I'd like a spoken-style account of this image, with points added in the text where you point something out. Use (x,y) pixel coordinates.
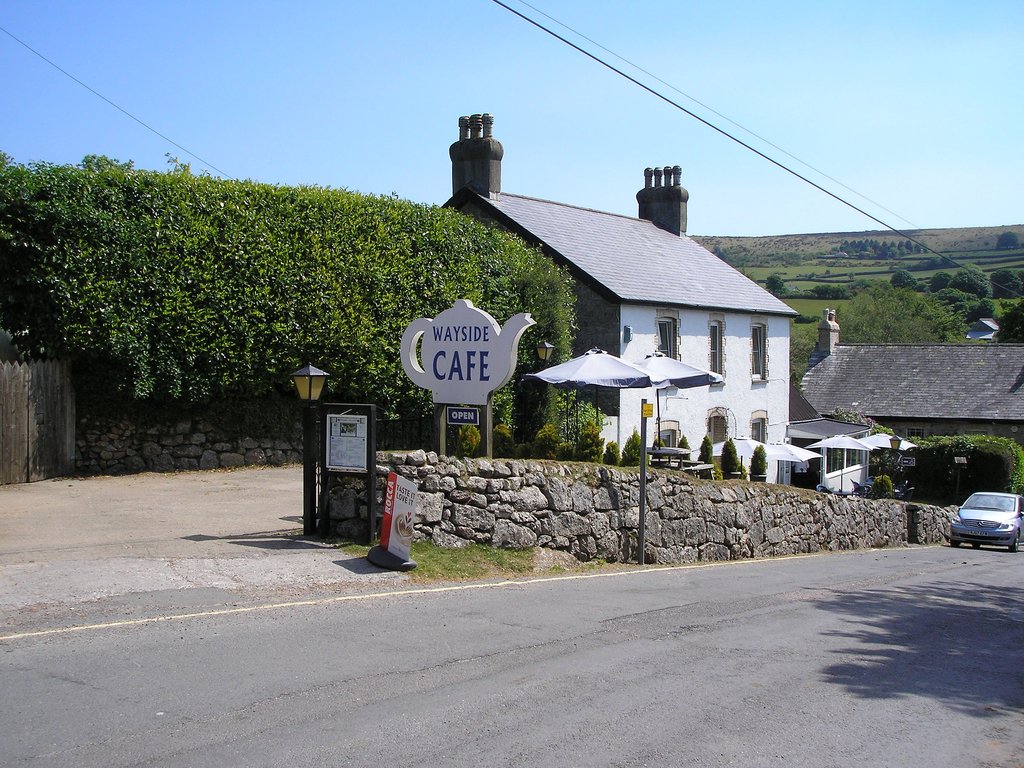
This is an outside view. On the right side (983,521) there is a car (988,539) on the road (822,595). Beside the road (962,588) there is a wall (561,500) and few poles (643,475). In the background (881,389) there are few buildings (919,359) and trees (897,295). On the left side (168,289) there is a plant (201,286) on the wall (178,431). In the middle of the image (636,382) there are two umbrellas (641,381). At the top of the image (796,72) I can see the sky (761,73) and also there are some wires (651,89).
